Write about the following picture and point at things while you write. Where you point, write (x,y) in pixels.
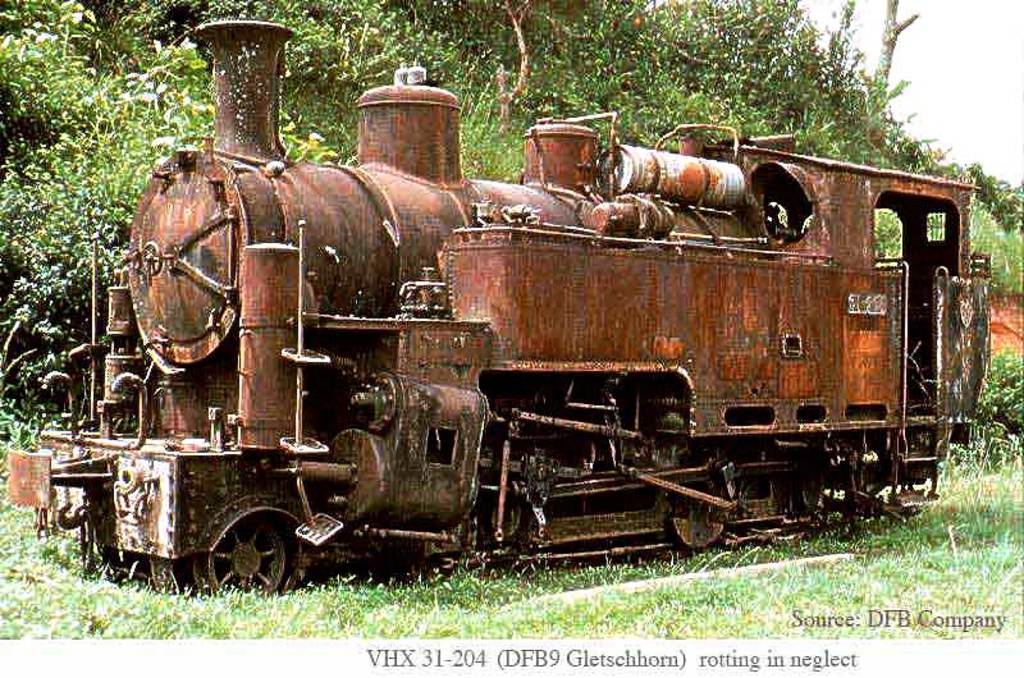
In this picture we can see a train (980,266) on the grass (383,594). There are a few plants (840,71) visible in the background (479,120). We can see some text (828,624) at the bottom of the picture (741,660).
